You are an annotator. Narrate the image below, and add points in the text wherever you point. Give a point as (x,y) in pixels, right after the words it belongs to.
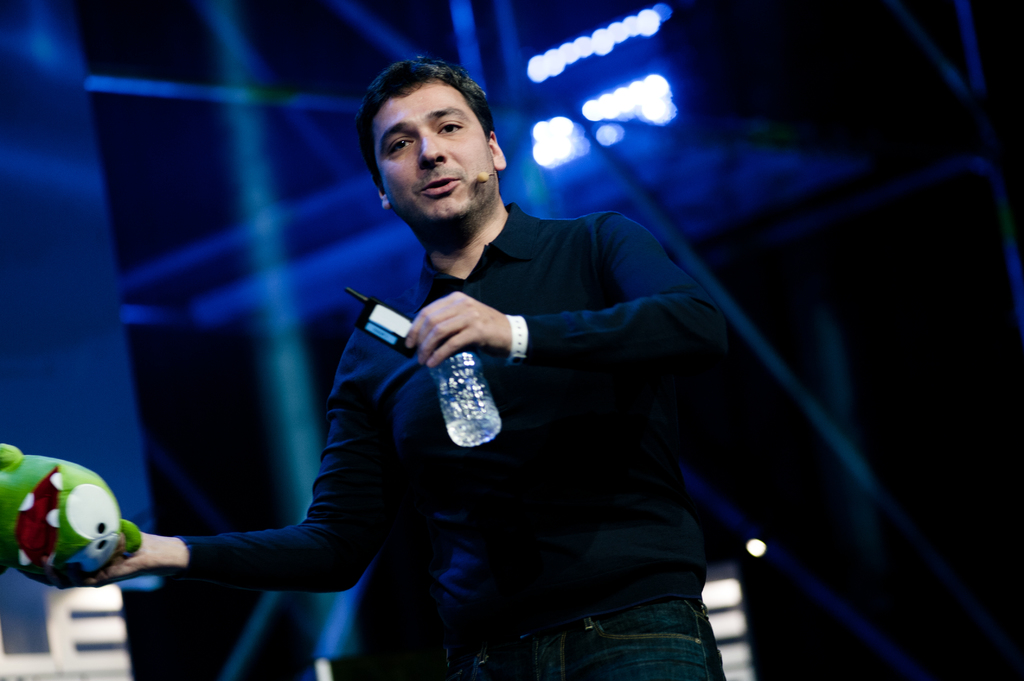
In this image we can see a person (460,478) wearing black T-shirt (474,448) is holding a bottle (481,426) and toy (18,506) in his hands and standing here. The background of the image (807,273) is dark and slightly blurred.
